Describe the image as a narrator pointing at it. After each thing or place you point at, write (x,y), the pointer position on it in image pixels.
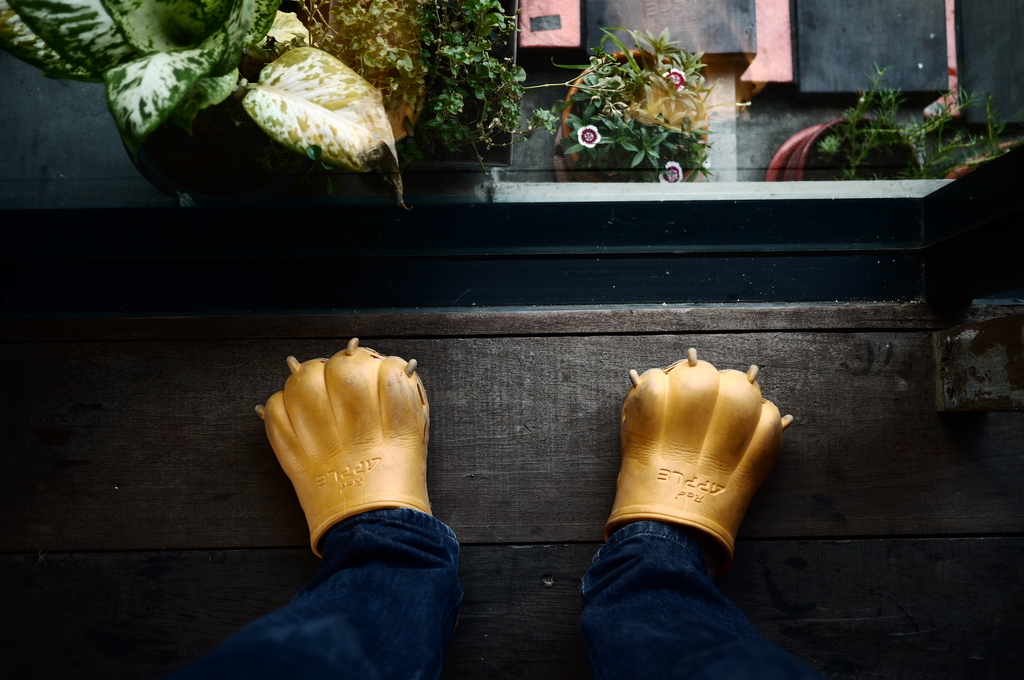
In this picture we can see a pair of jeans (682,534) and shoes (632,490) on the wooden path (524,433). Behind the shoes (426,440) there are some pots (797,152) with plants (423,96).
